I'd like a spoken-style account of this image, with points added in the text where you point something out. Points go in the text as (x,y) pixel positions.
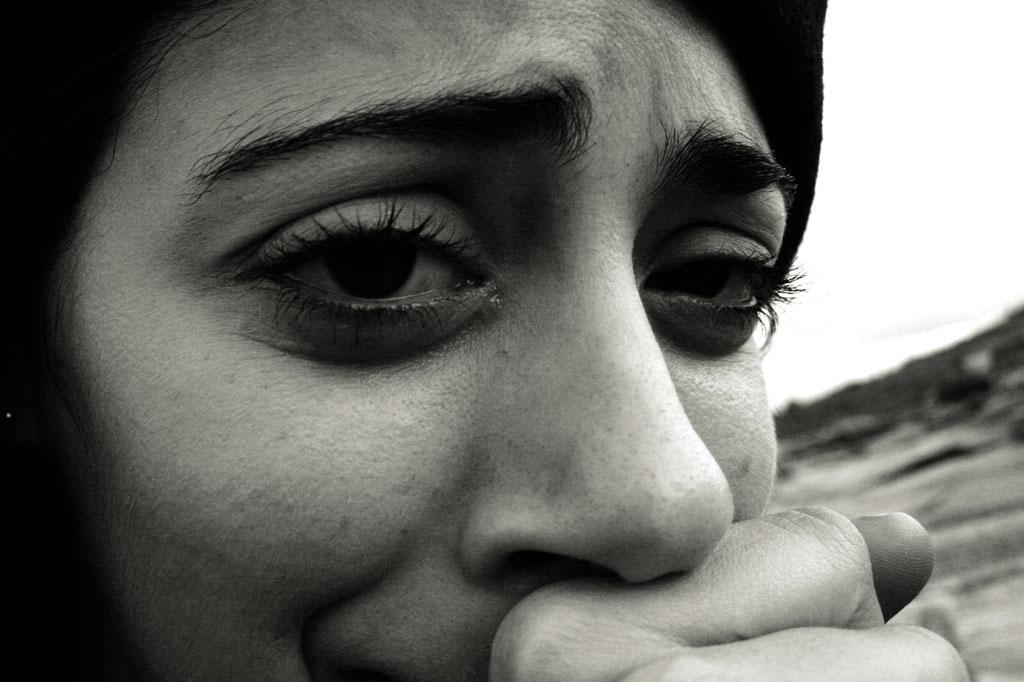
It is the black and white image of a girl (451,420) who is crying by keeping her hand (693,607) near to her mouth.
